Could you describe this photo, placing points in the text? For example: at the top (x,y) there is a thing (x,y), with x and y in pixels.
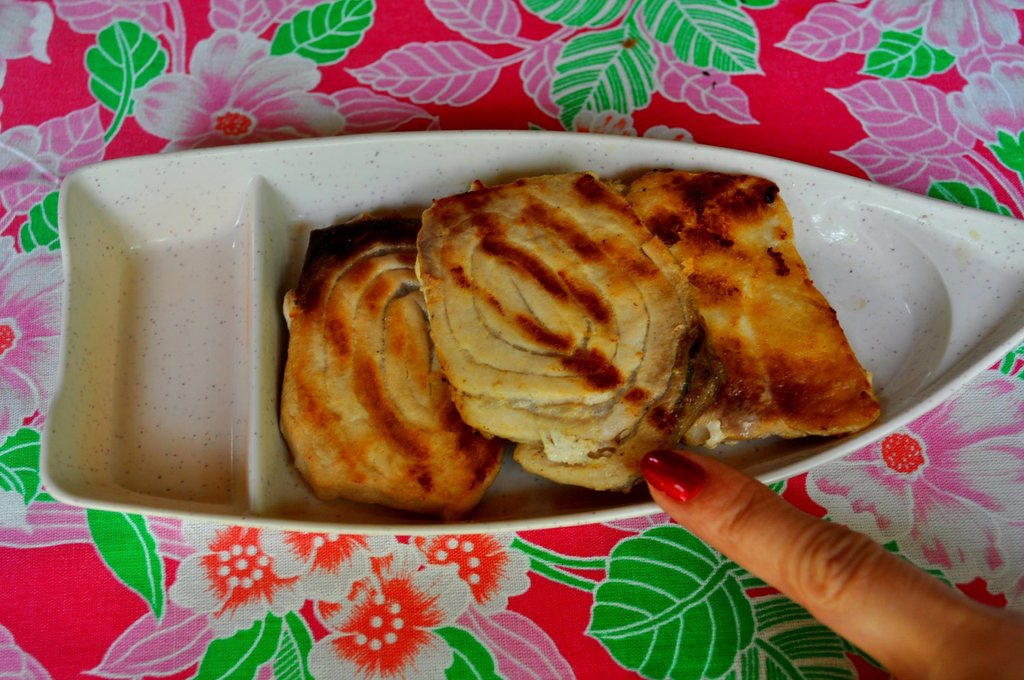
In the picture I can see few eatables (500,309) placed on an object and there is a finger (825,523) of a person (783,543) in the right bottom corner (816,558).
